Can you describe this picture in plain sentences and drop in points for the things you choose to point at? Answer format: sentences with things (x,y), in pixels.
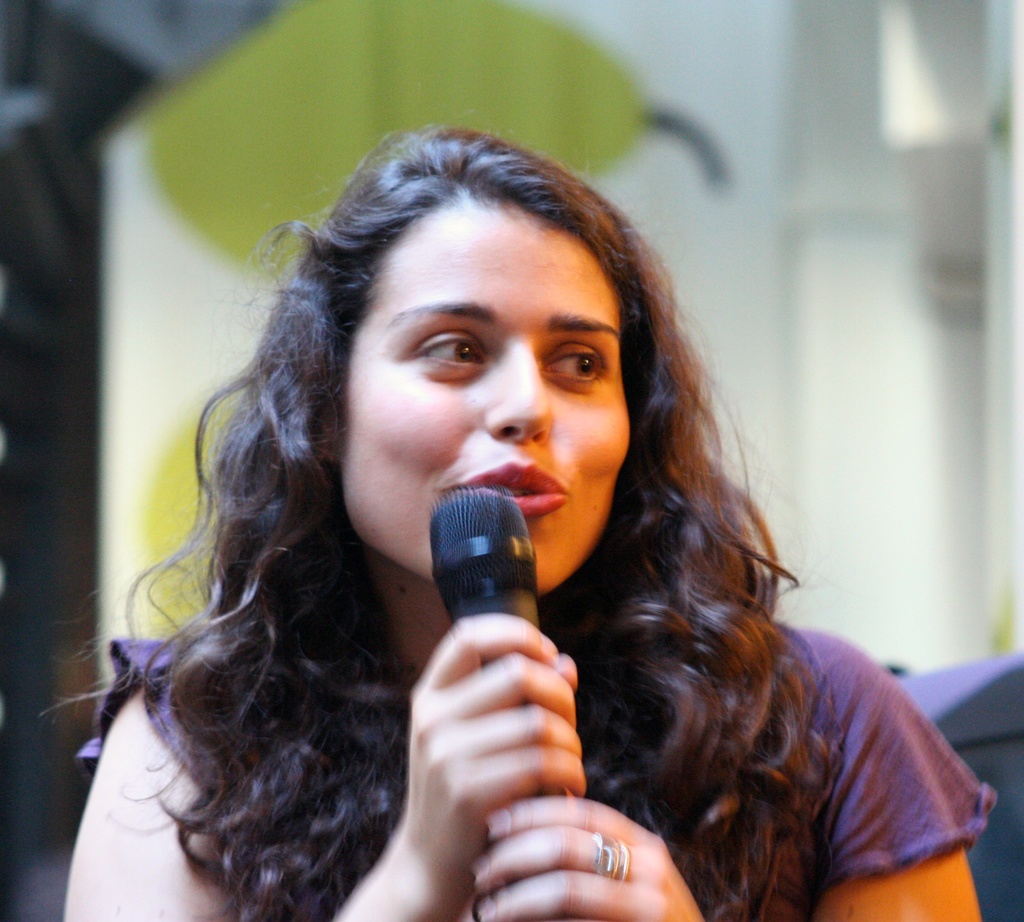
Here we can see a woman (492,192) speaking something in the microphone (497,512) present in her hand (515,635).
